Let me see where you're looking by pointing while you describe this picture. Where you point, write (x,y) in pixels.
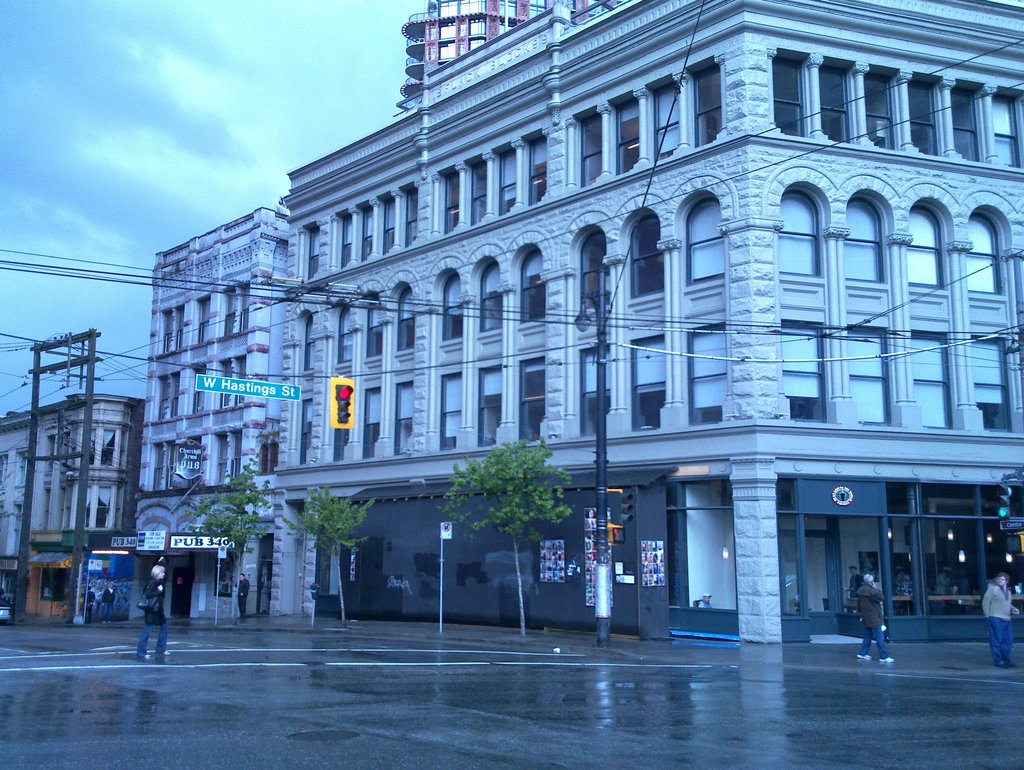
In this image in the background (377,326) there are trees (232,495), buildings (437,397), street lights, traffic signal (343,412). On the path (405,636) there are few people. The sky (185,74) is cloudy.
